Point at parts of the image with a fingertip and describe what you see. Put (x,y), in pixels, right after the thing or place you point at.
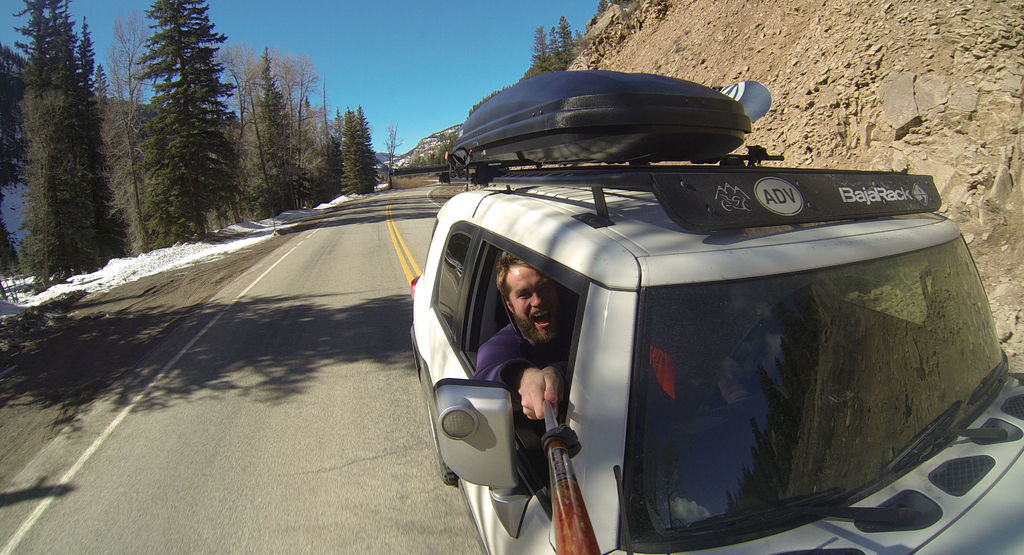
In the middle (456,286) right bottom of the image (830,434), there is a car (801,305), in which a person (518,294) is sitting and riding a car (535,421). In the right top (810,15), there is a mountain (962,140). In the left side of the image (183,171), there are trees (169,177) visible. On the top most (462,16) sky (489,16) blue color visible. In the middle of the image (349,243), a road (226,465) is visible. This image is taken during day time on the road (338,393).
